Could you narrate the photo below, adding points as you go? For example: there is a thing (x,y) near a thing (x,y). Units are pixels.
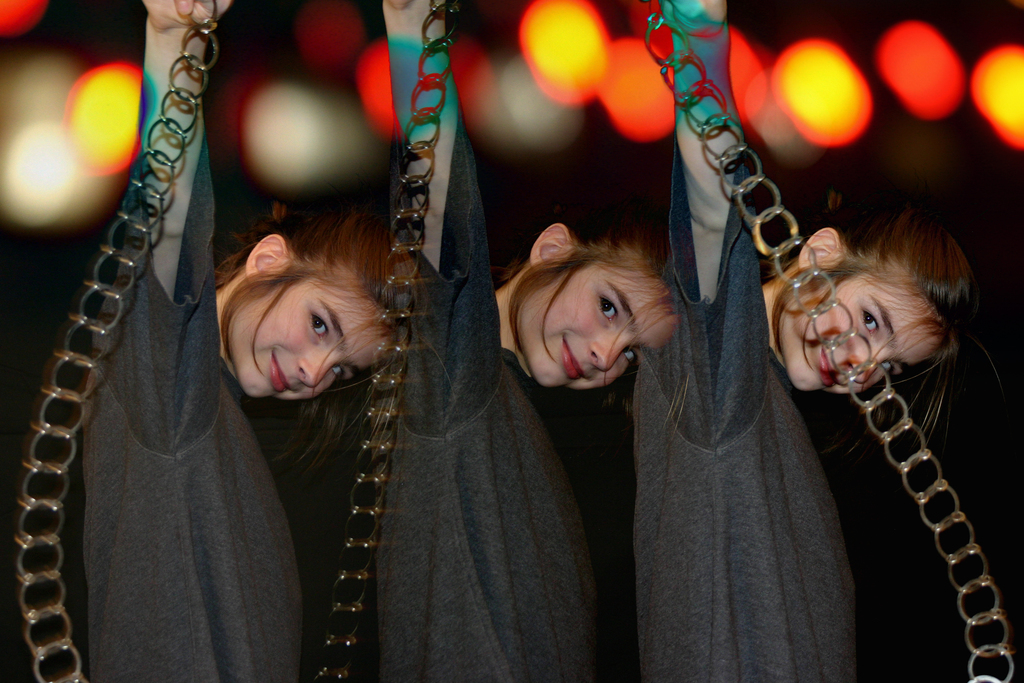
In the picture we can see three girls (668,386) are standing together and they are in black dresses (569,534) and smiling and raising their hands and holding some chain (186,90) and behind them we can see some lights (941,105) which are not clearly visible.
